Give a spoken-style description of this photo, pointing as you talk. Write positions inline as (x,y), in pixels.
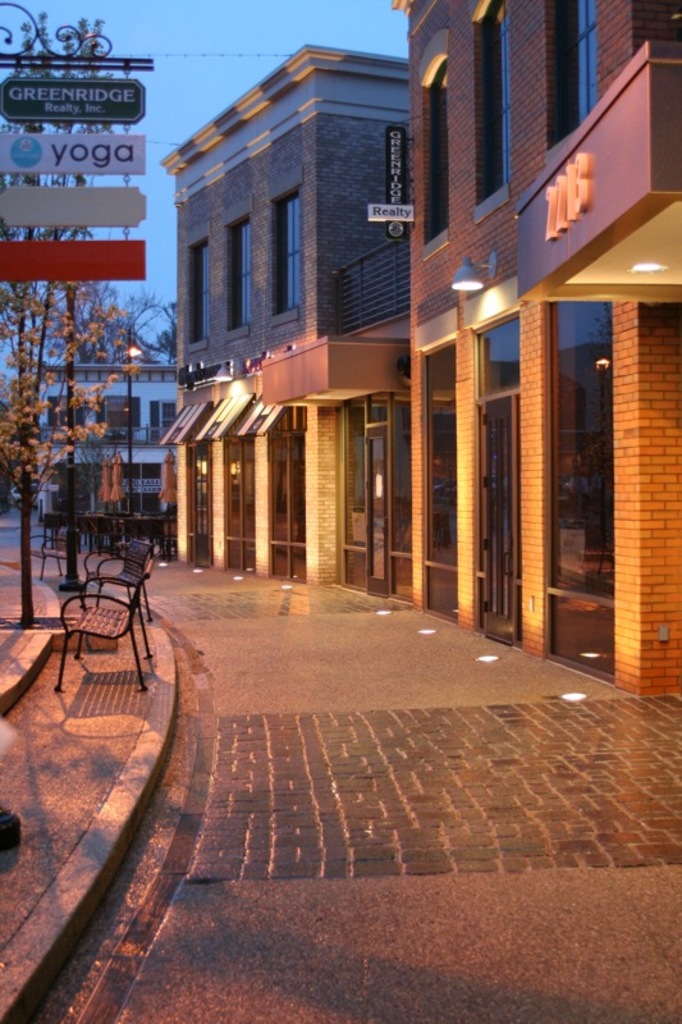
In this picture we can see few buildings (397,282) and lights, in front of the buildings (341,266) we can find few sign boards (82,242), trees (28,448) and benches (135,592).
